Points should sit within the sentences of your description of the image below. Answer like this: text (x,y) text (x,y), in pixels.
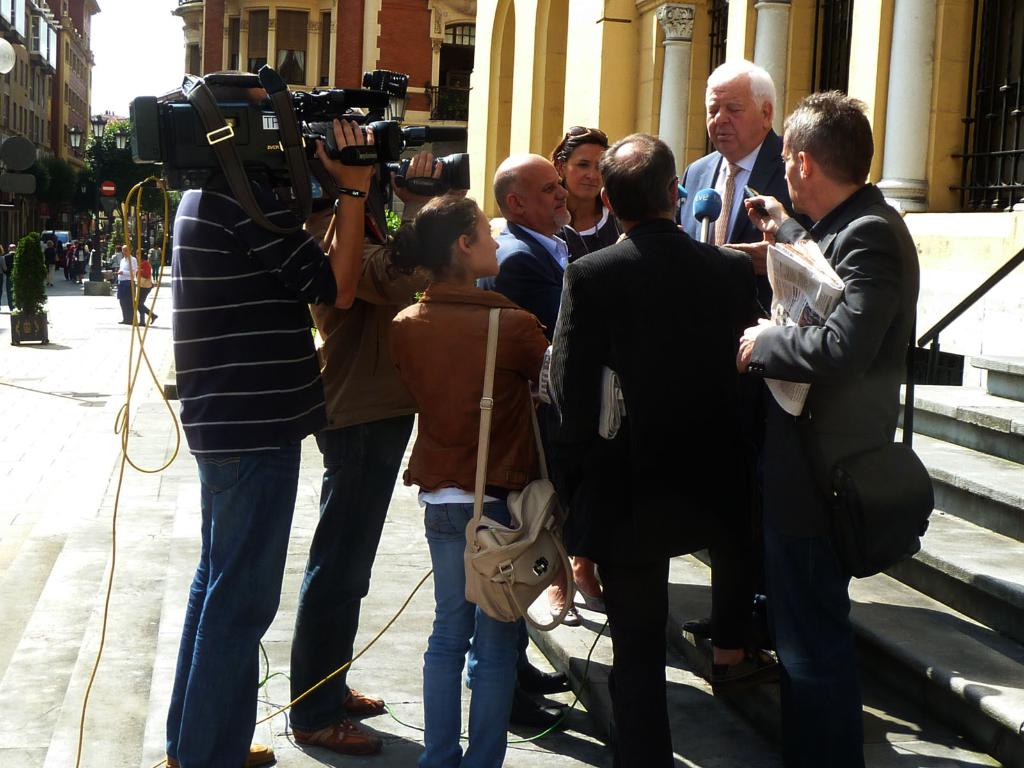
In this image, I can see a group of people (583,451) standing. There are two persons (330,274) holding video recorders (189,130). In the background (138,69), there is the sky (121,71), buildings (365,66), trees (124,188), a street light (99,170) and groups of people (76,266) on the road (89,306).
